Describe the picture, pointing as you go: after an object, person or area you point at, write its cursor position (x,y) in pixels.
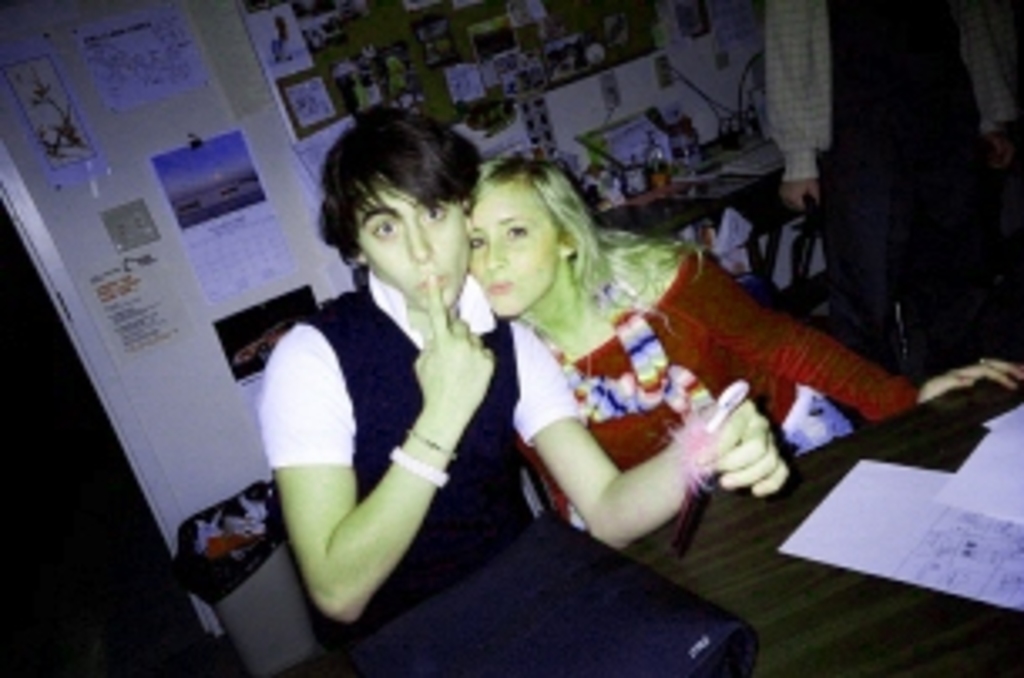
In this image there is a man (439,430) and a woman (675,366) sitting on the chairs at the table (774,538). On the table (851,625) there are papers (900,511). Behind them there is another table (701,185) and a chair (774,185). On that table (673,199) there are bottles (663,160), sculptures (601,195) and books (742,162). In the background (311,53) there is a wall (727,79). There are calendars (225,219), posters (46,103) and paper cuttings (453,79) sticked on the wall (160,207). In the top right (885,90) there is another person (898,87) standing. To the left (249,581) there is a dustbin (235,574).
